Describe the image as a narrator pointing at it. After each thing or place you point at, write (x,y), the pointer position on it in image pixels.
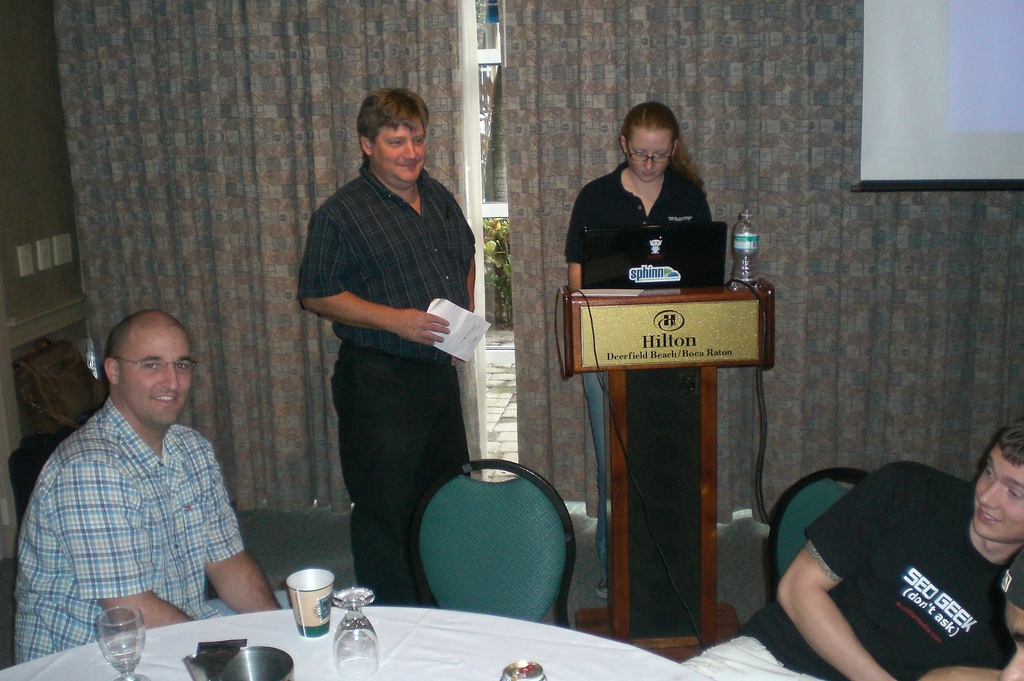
In this picture there is a table (388,630) at the bottom side of the image (246,624), on which there are glasses (369,664) and there are people (55,526) those who are sitting around the table (262,634) and there is a man (438,368) who is standing in the center of the image (439,335), by holding a paper (452,336) in his hand (444,324) and there is a lady (665,137) who is standing on the right side of the image (685,221) in front of a desk (626,298) and there is a laptop (638,244) on the desk (622,341) and there are curtains (829,294) in the background area of the image (626,111), there is a chair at the bottom side of the image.
